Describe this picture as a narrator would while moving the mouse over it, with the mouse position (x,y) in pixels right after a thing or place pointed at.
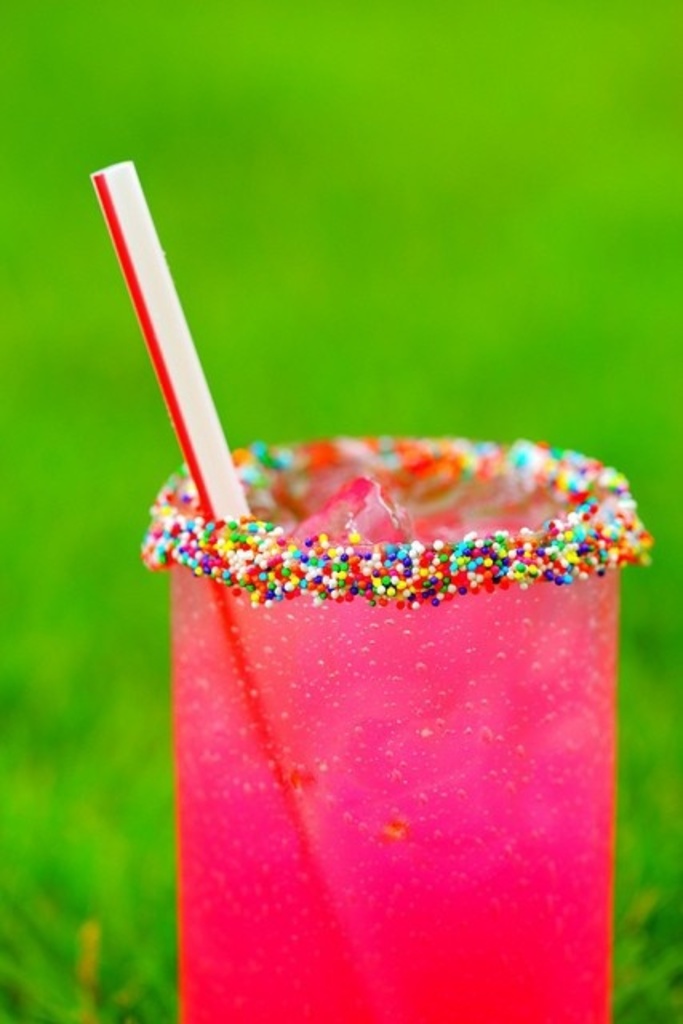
In this image, in the middle (385,440), we can see a glass (528,679) which is in pink color, in the glass (346,528), we can see a straw (177,320). In the background (349,360), we can see green color.
